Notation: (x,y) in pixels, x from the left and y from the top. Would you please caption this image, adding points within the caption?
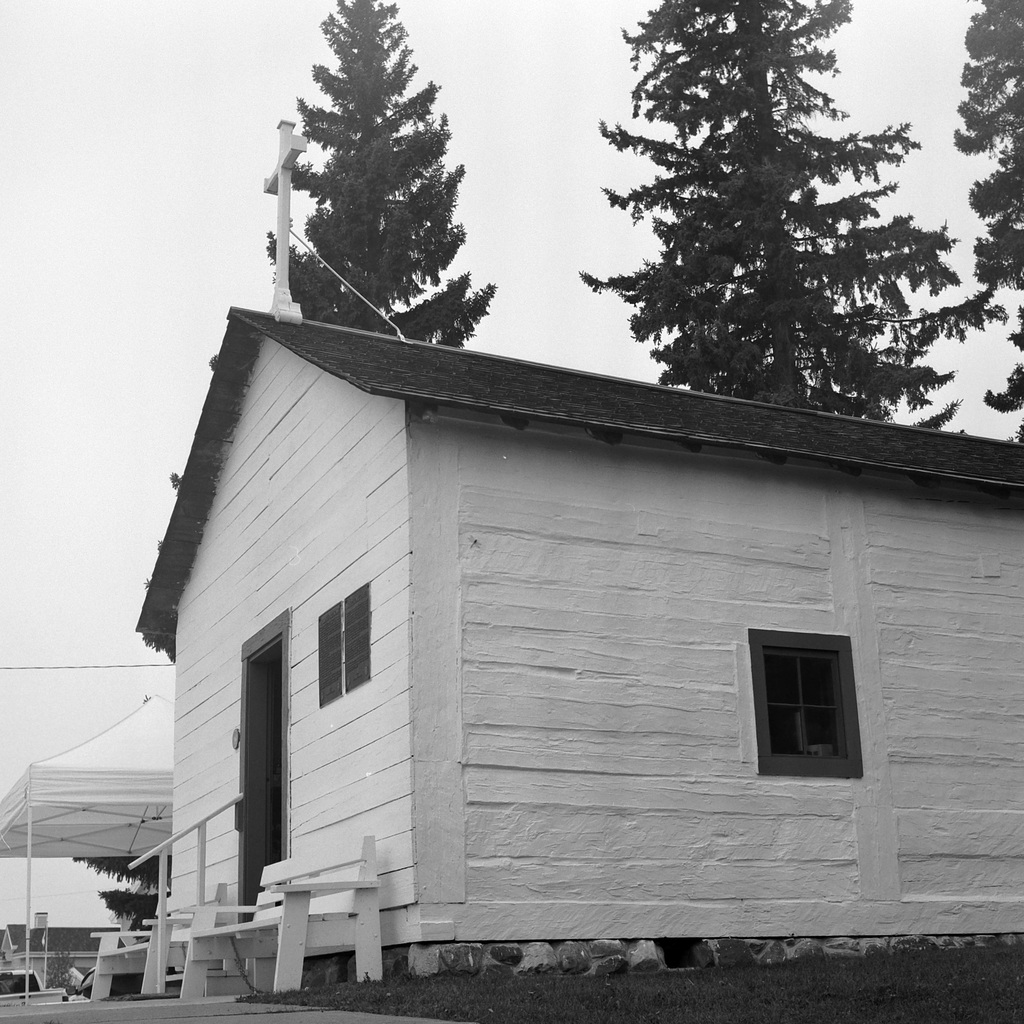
This is a black and white image. In the center of the image (529,559) we can see house (466,634). On the left side of the image (148,799) we can see tent (35,789) and benches (185,913). In the background (333,261) we can see trees (333,261) and sky (208,161).
